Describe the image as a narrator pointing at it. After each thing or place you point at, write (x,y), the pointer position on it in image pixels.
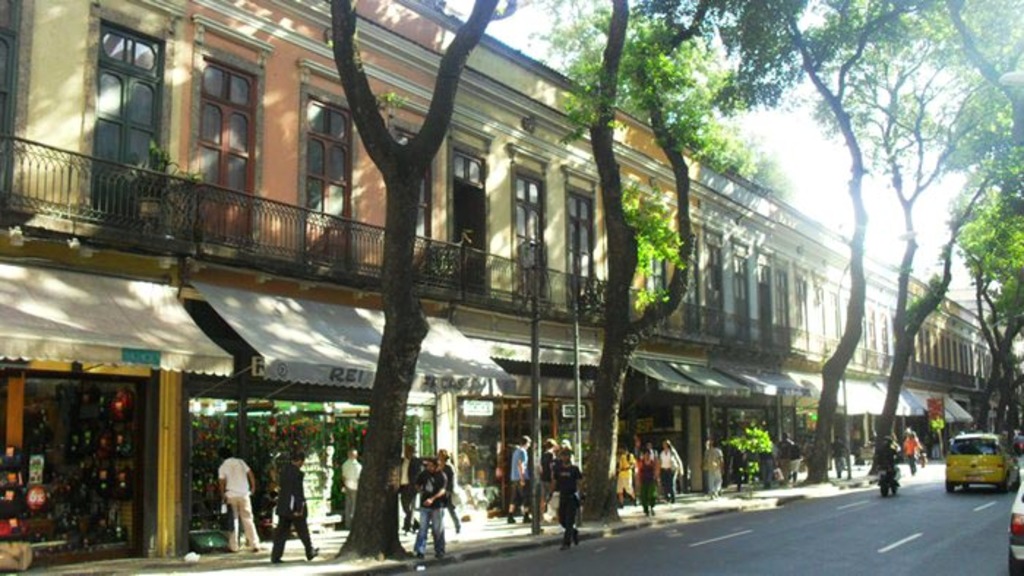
In this image we can see some people (257,550) are walking on the road (945,491) and we can also see a building (731,391) with windows (944,351), stores (135,544), trees (1001,206), vehicles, plants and sky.
